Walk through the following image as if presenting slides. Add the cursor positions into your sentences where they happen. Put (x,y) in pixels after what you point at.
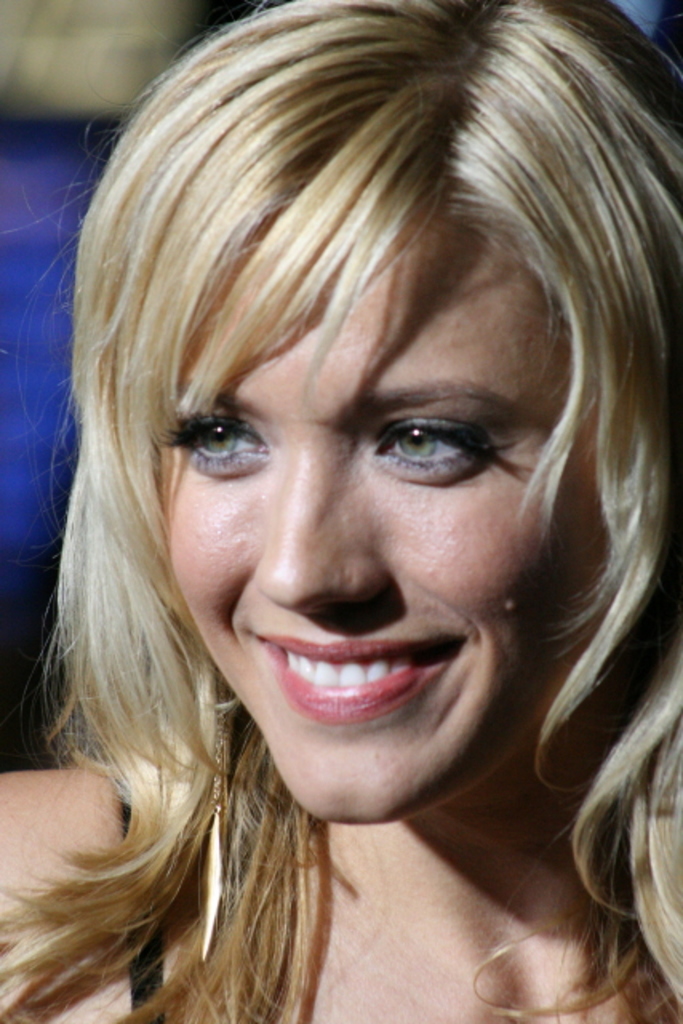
In this image the background (71,79) is a little blurred. In the middle of the image (417,639) there is a woman (355,946) and she is with a smiling face (360,646).
